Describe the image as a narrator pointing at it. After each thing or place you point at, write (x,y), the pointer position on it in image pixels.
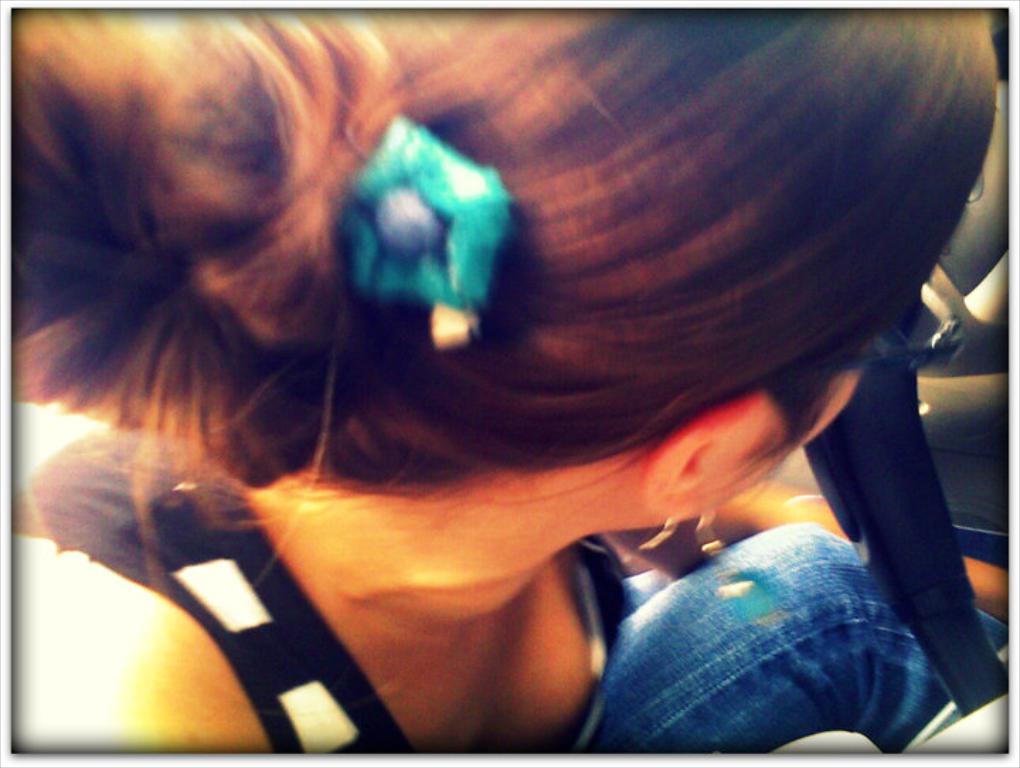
In this image we can see a lady (542,649) sitting.
